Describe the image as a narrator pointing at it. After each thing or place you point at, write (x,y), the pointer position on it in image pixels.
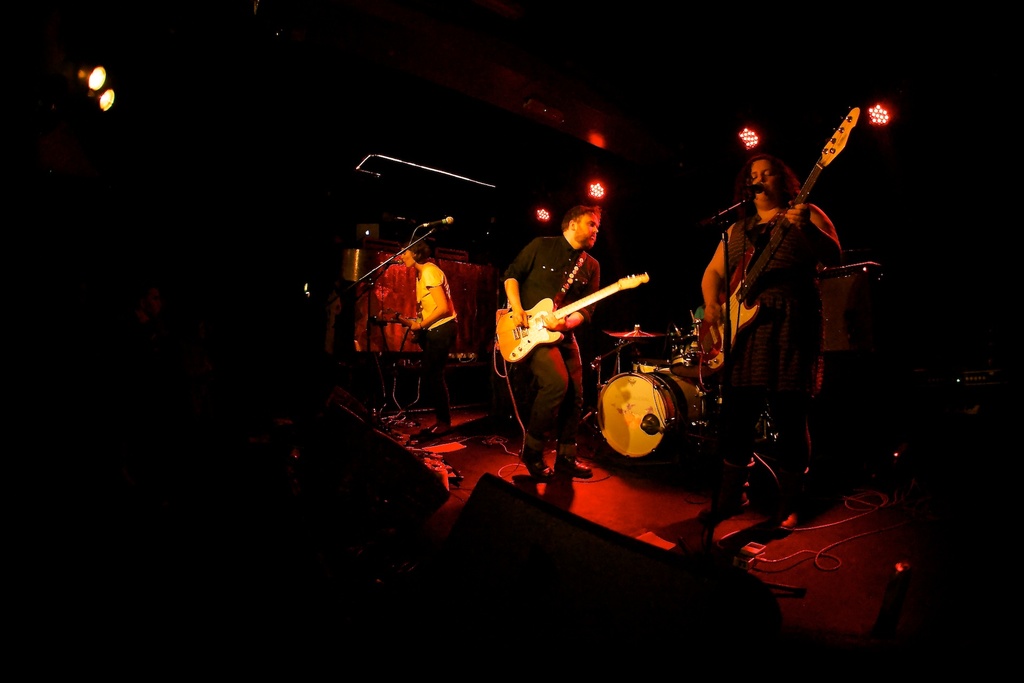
In this image there are three people (795,315) standing on the stage (417,421) and playing guitar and in the middle of the image (642,395) there are drums (642,425) and at the bottom (486,487) there are wires (897,500) and speakers (736,576), at the top (92,86) there are lights (102,105).
